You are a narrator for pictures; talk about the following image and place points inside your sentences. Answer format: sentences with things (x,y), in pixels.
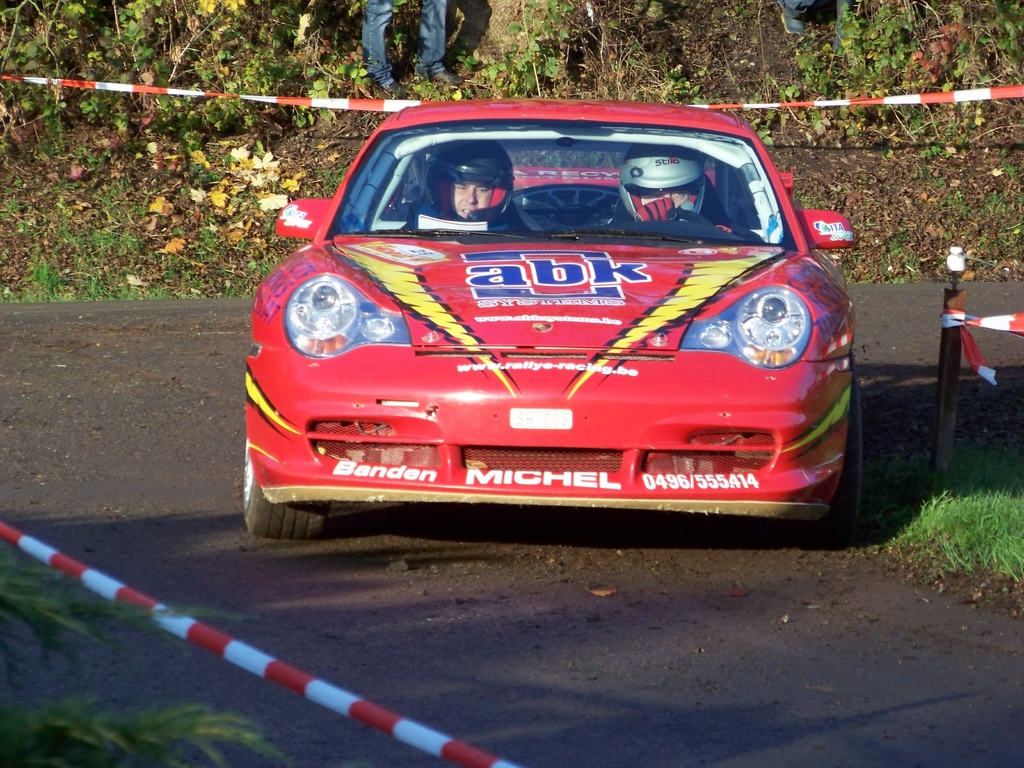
The picture is taken in a competition. In the center of the picture (443,470) there is a car (478,357), on the road (673,664). In the foreground (62,644) there are plants (90,720), pole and grass (960,448). At the top (274,90) there are plants (227,90) and soil (919,218). In the car (543,214) there are two persons (628,206).
